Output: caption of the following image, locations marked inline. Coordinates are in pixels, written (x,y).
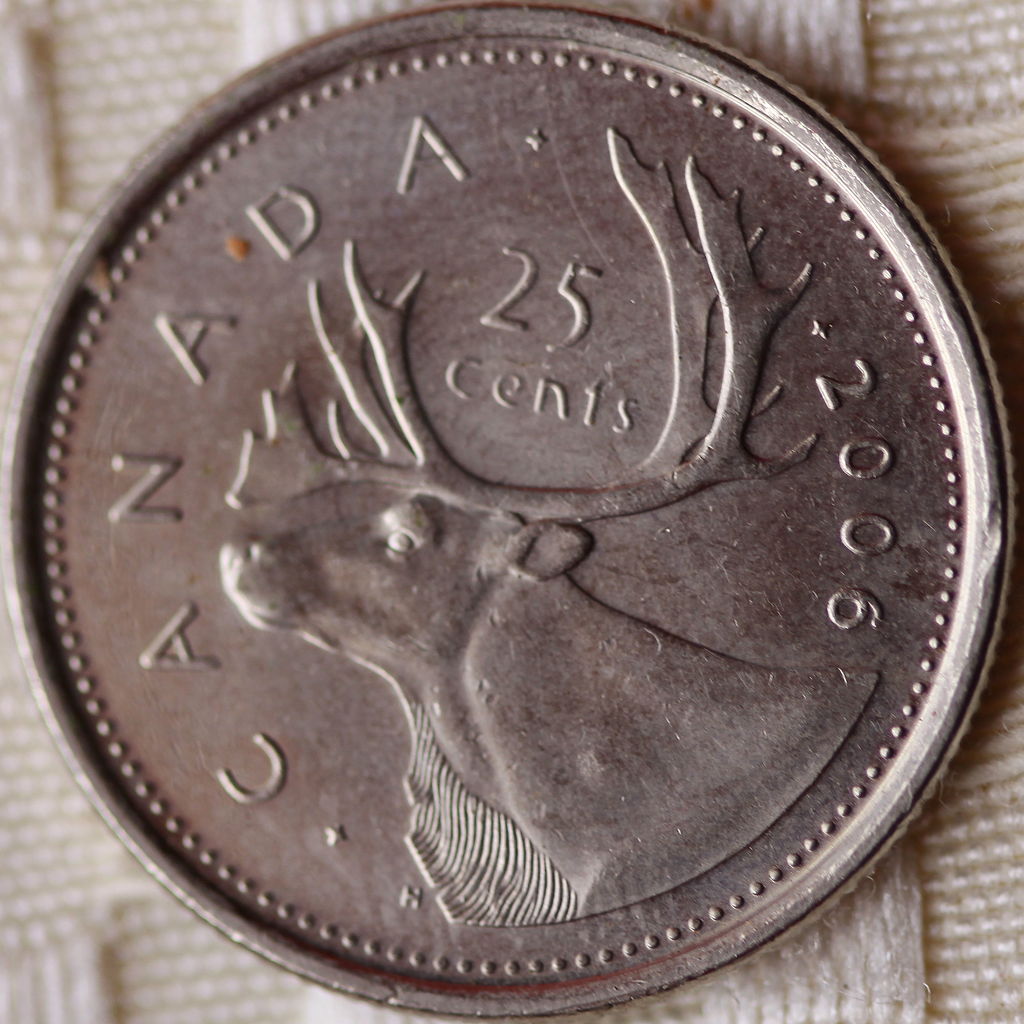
In this image I can see a coin (456,844) which is placed on a white color cloth (112,916). On this coin (417,179) I can see some text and numbers (573,301) and also I can see an animal image (367,562).
